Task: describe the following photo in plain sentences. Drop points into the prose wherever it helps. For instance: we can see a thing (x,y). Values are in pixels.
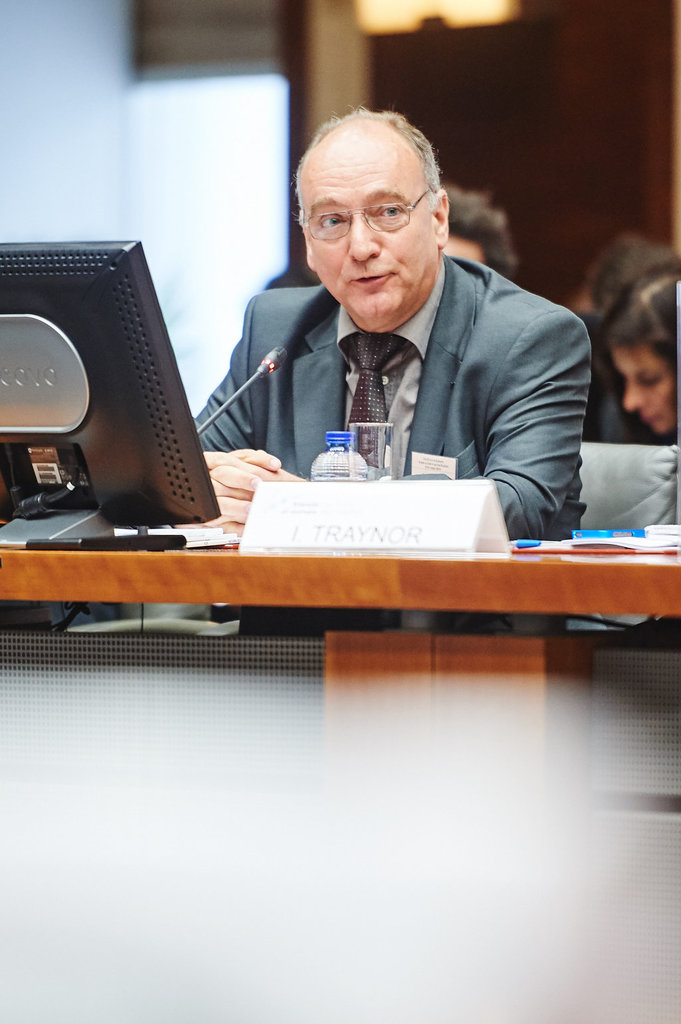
Man (325,345) sitting on the chair (611,486), this is monitor (110,416) on the table (245,573) there is bottle (353,468), glass (364,455) and paper (613,545).
